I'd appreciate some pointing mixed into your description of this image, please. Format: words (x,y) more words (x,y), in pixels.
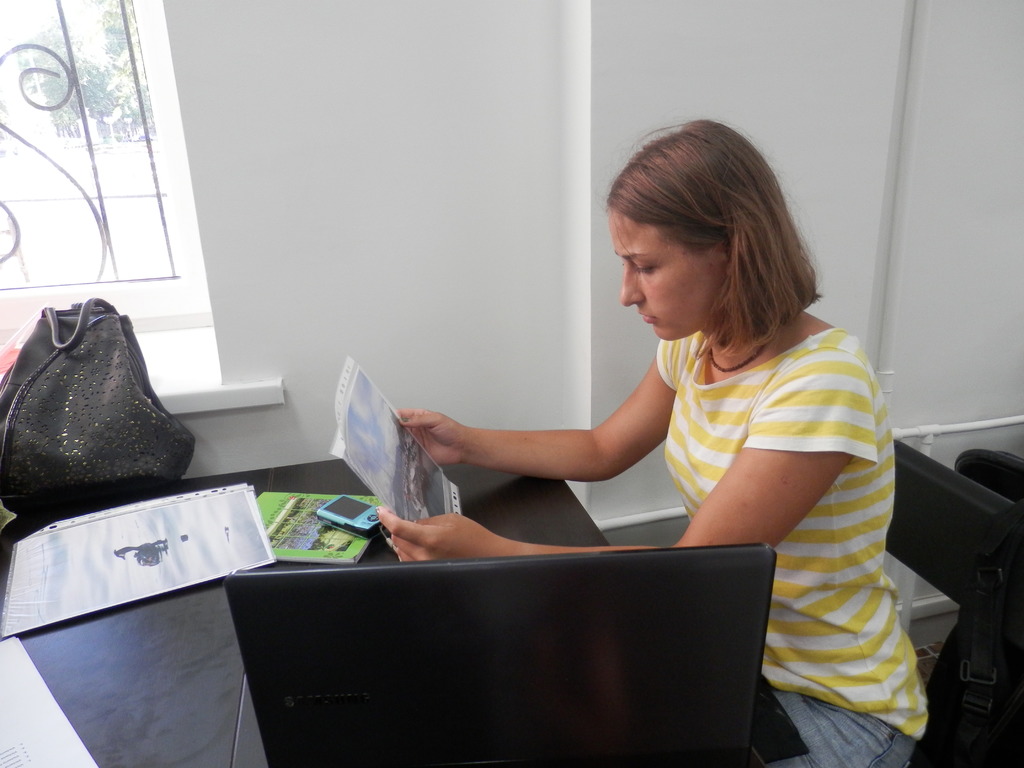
In the image we can see the lady (790,464) on the right side (807,435) and looking at the paper (438,504). And in front of her there is a table (364,494), on table (267,567) they were few objects (289,554) like book (319,538), phone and bag (119,456) which is in black color. And they were few chairs (925,542) and back there is a wall (438,38).
